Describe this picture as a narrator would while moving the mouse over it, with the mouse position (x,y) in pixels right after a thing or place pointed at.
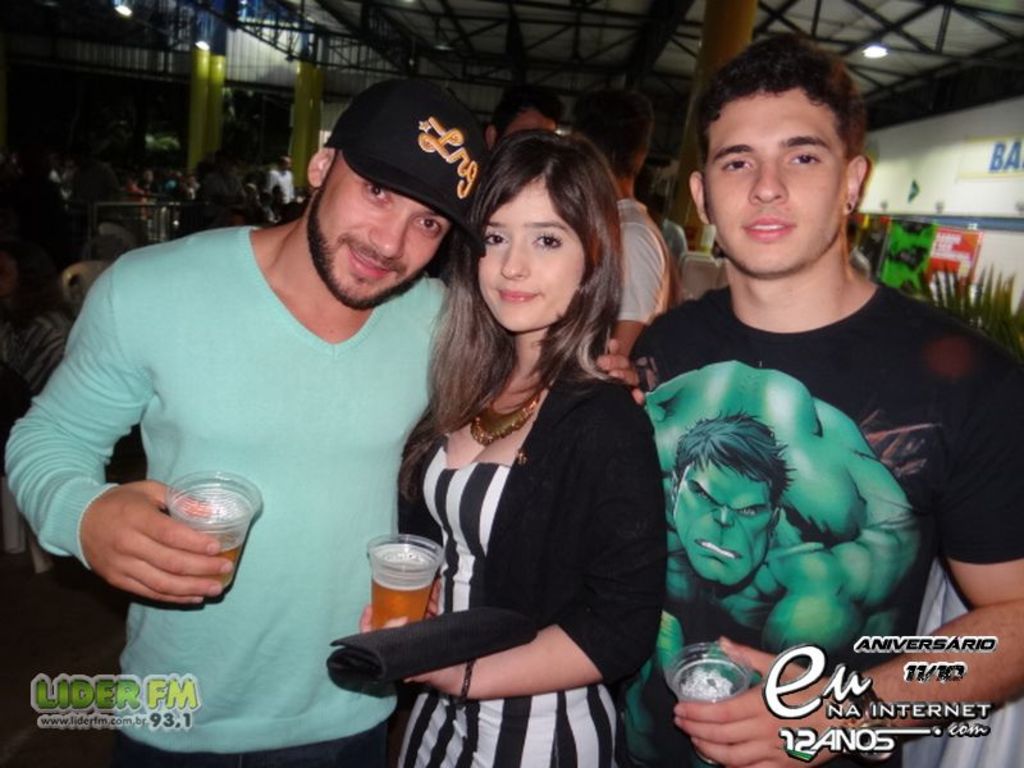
In this image there are 2 man (799,285) and a woman (509,264) standing by holding a glass (382,602), and the back ground (42,274) there are group of people (245,195).
